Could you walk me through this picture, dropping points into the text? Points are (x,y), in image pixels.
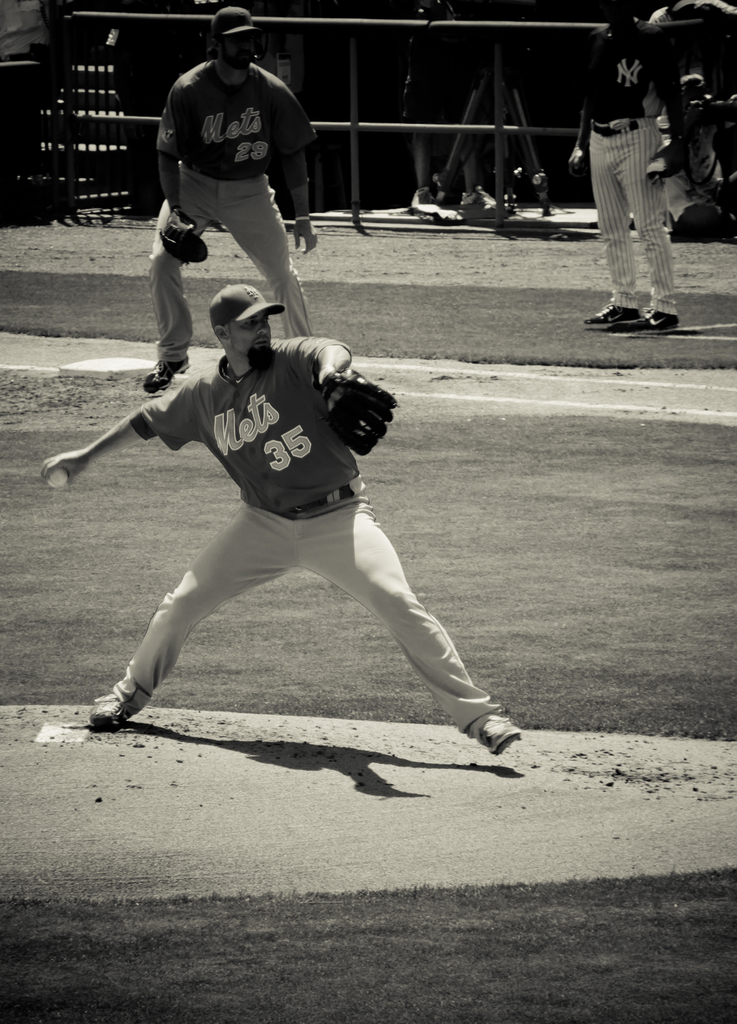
This is a black and white picture. I can see three persons (621,232) standing in which one person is holding a ball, and in the background (685,25) there are few persons (726,46) and some other objects (360,226).
